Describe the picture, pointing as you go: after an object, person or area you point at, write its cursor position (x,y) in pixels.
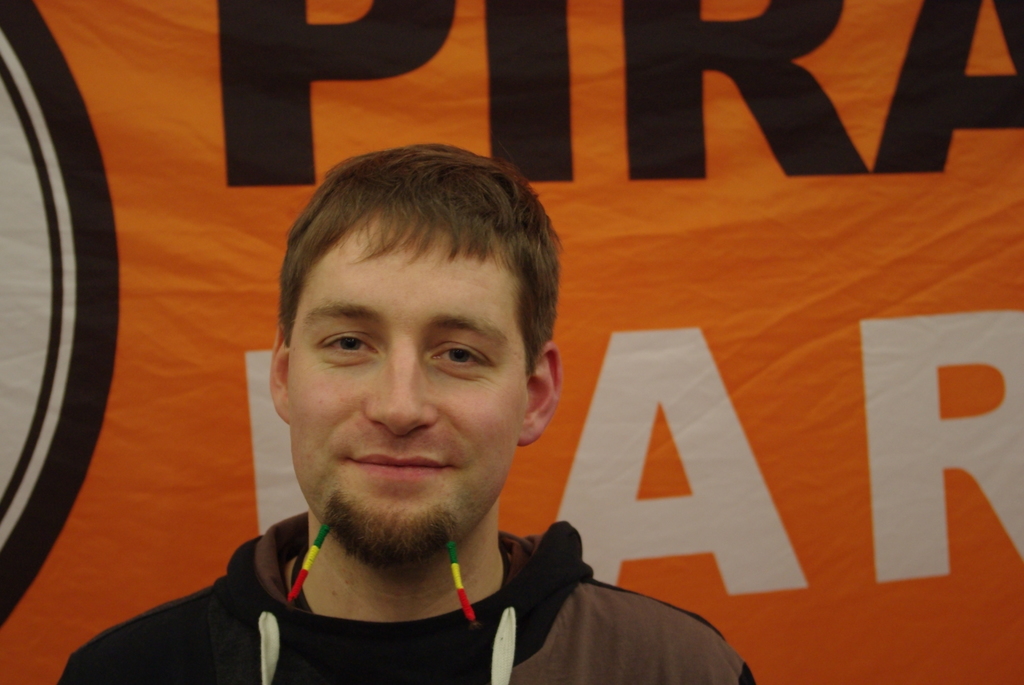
In this image I can see a person (156,636) wearing brown and black color dress (173,648), background (129,581) I can see an orange color banner (720,134) and something written on it.
